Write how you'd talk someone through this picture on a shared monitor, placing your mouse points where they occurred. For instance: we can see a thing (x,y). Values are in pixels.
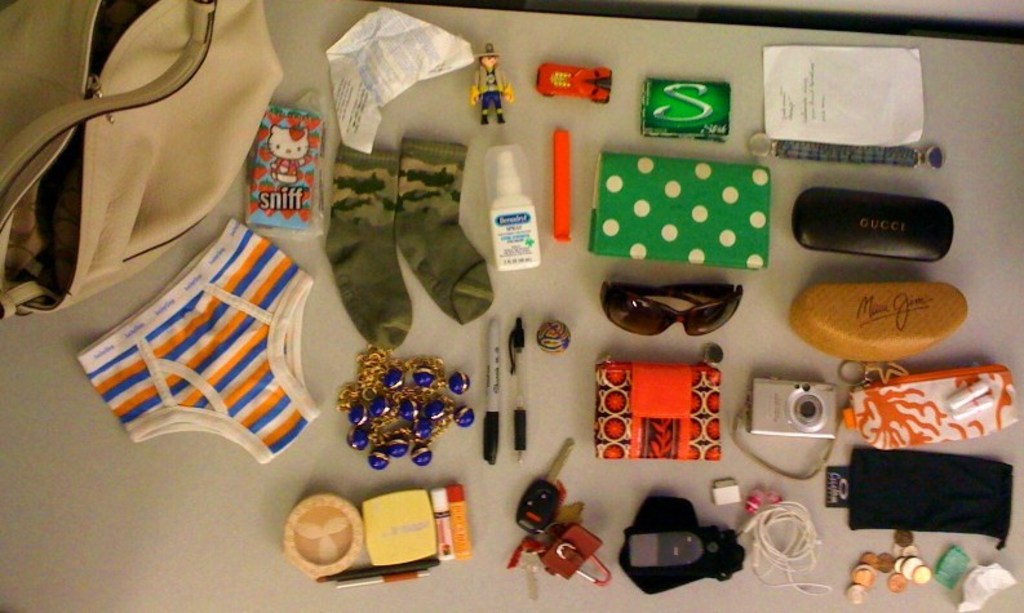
In the center of this picture (574,328) we can see a table (93,404) on the top of which pens (498,380), bottle (525,219), boxes (844,245), toy (503,74), text (358,59) on the papers (867,101) and a pouch (884,420), camera (773,420), coins (899,577), earphones (781,561), key (554,525), keychain (577,539), bag (189,145) and socks (403,162) and many other objects (265,150) are placed.
